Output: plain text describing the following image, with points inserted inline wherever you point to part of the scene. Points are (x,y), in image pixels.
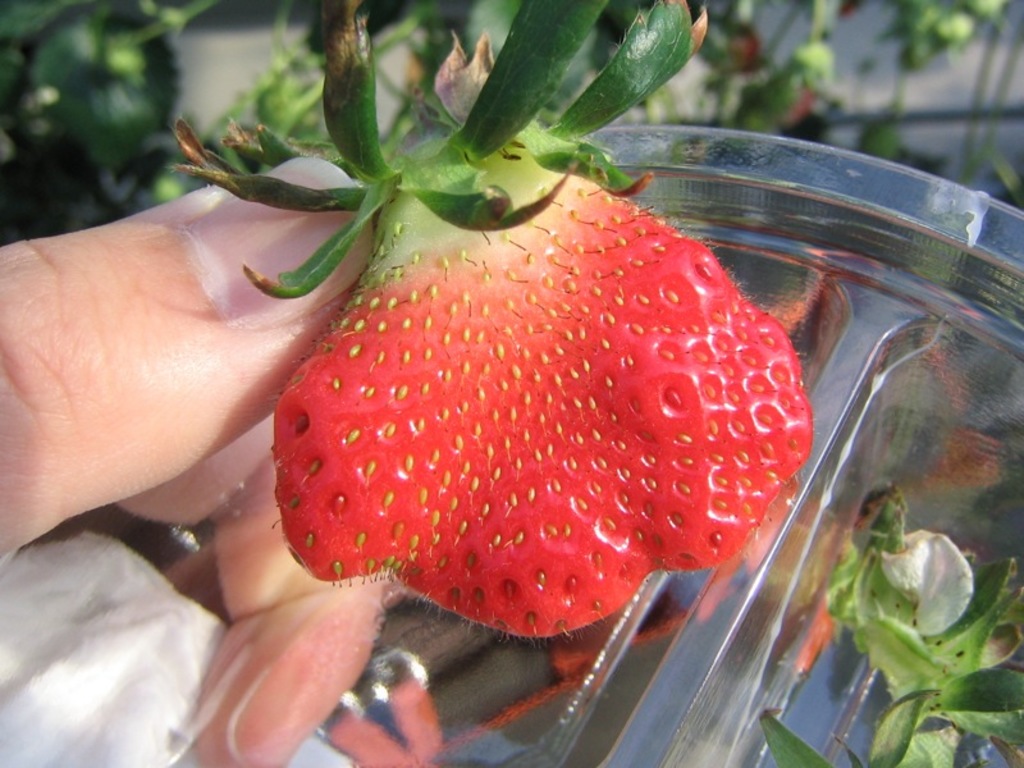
In this image, we can see a fruit (363,474). There are fingers (217,473) on the left side of the image (104,381). There is bowl (793,305) on the right side of the image (932,458).
